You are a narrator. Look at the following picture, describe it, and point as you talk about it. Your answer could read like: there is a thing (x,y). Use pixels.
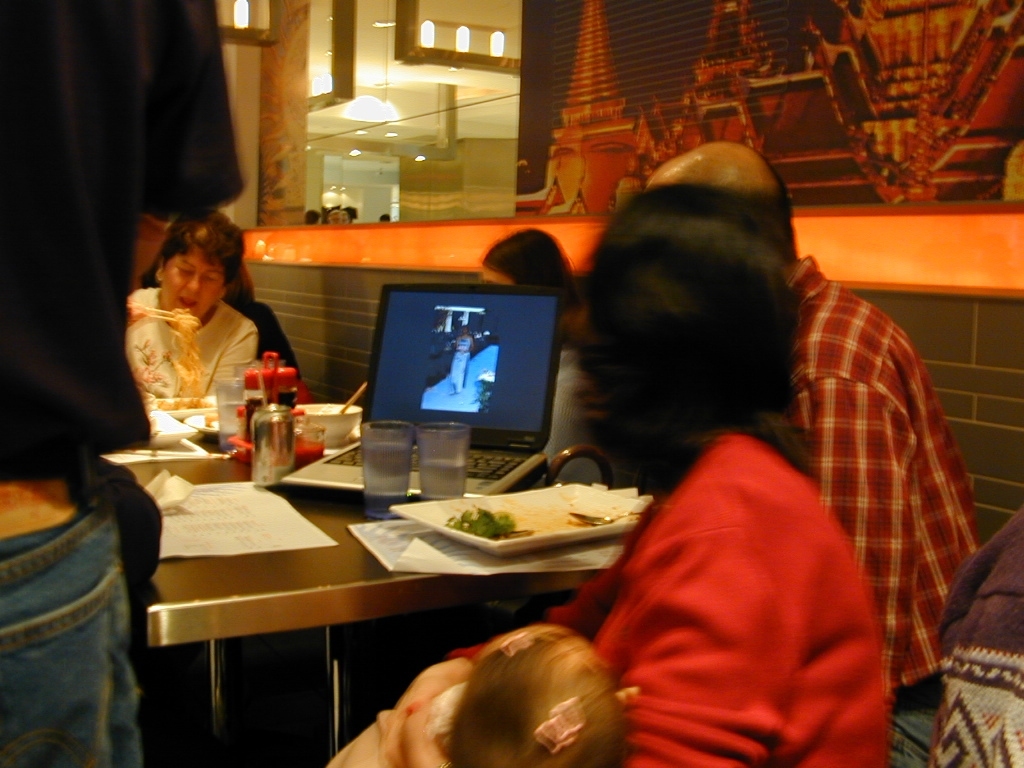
This is a picture taken in a restaurant (266,554) in the foreground of the picture (761,625) the woman (588,610) holding the baby (478,691). On the left (44,563) there is a man (44,592) standing. In the center of the image (592,508) there is a table (248,586), on the table (278,550) there are plates (548,508), glasses (233,429), bottles (279,393), bowls (330,419), food items (195,398) and laptop (466,370). On the right (914,514) there is a person (953,576) seated in chair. On the top of background (483,240) there is a wall (471,227) and a picture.
